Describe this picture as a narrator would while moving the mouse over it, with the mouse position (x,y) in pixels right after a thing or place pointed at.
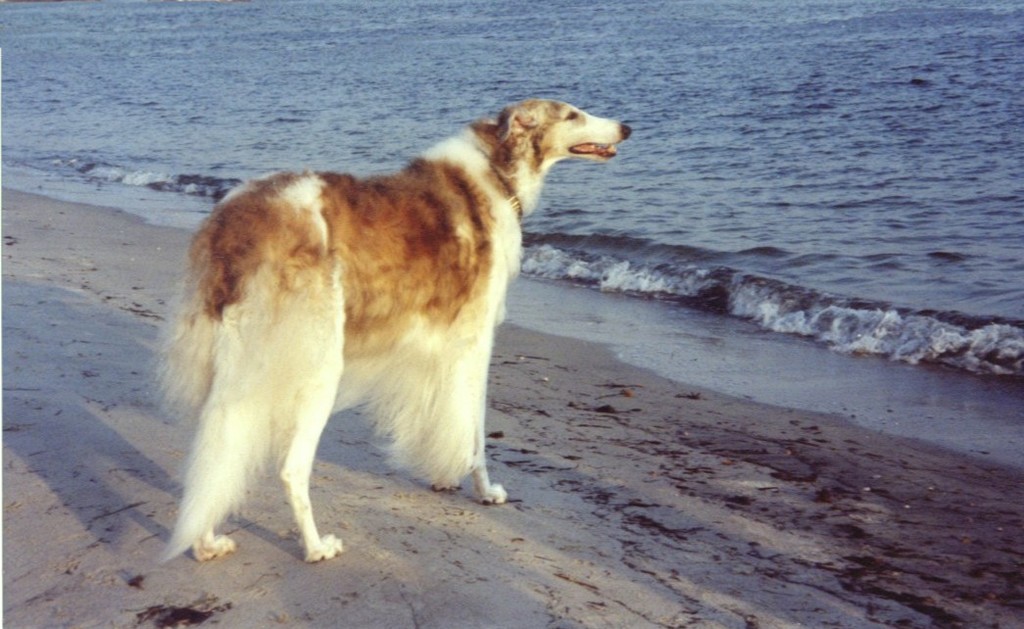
In this image I can see in the middle (471,245) a dog (372,379) is standing, on the right side (880,216) it is the sea (876,172).
